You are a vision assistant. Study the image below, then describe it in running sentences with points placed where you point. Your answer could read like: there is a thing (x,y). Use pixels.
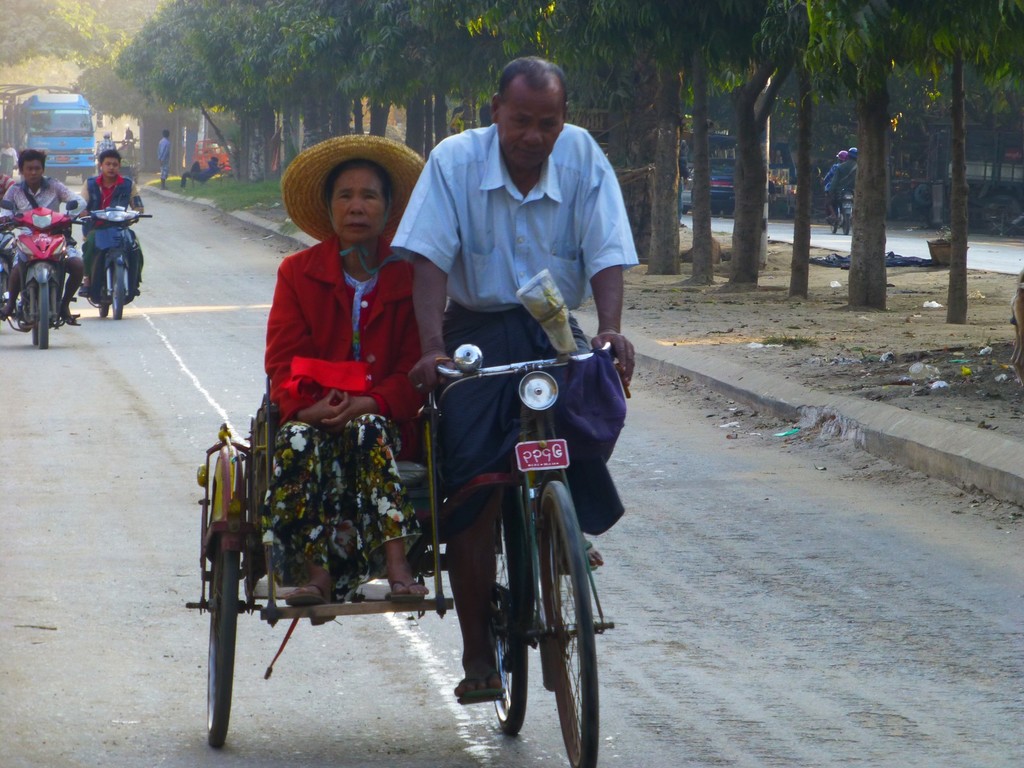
a person (525,342) is riding a rickshaw (514,575) and a woman (399,492) is sitting on that. behind them there are other vehicles (62,231) on the road (131,408). at the right (823,81) there are many trees (927,85).
